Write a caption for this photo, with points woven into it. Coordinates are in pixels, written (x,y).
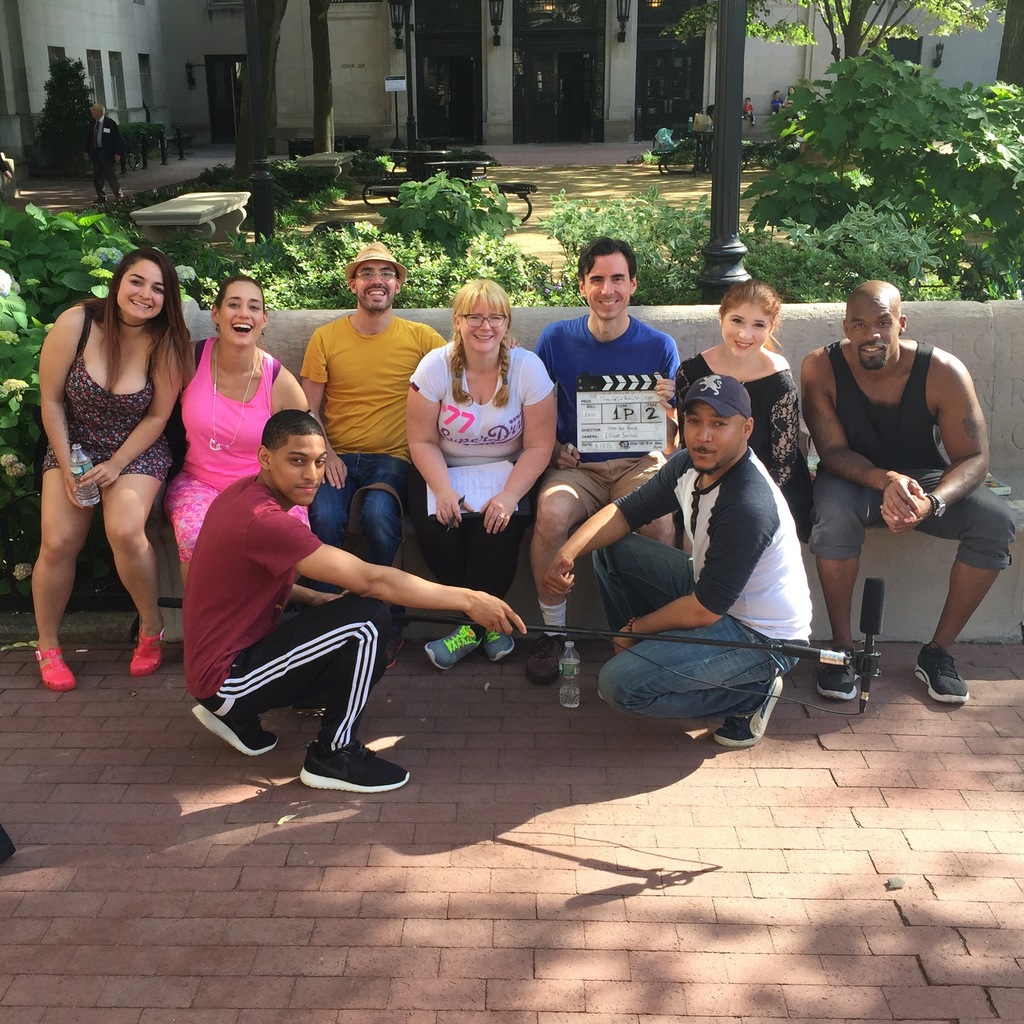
In this image we can see people (918,433) sitting. The man (536,579) sitting in the center (662,531) is holding a clapping board (624,435), next to him there is a lady (495,511) holding papers (466,483). In the background (252,236) there are benches (196,208), building (377,132), trees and plants (866,223). At the bottom (572,704) there is a bottle (575,673) placed on the floor (613,923).
